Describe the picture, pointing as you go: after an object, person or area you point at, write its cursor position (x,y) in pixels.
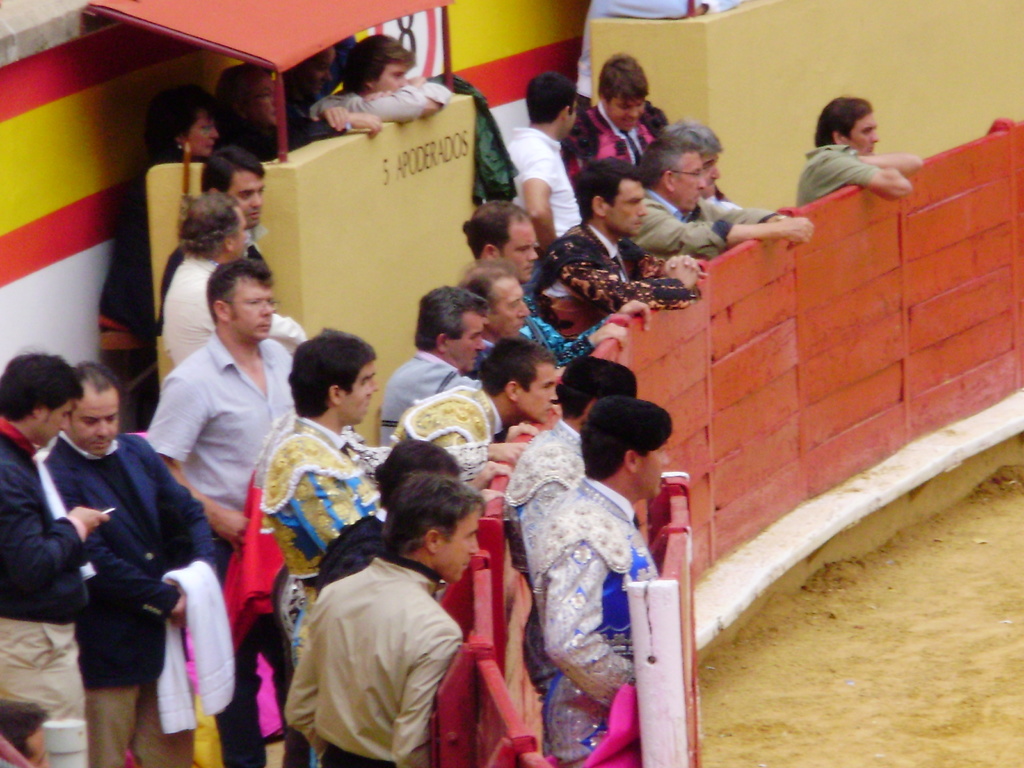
In this image I can see a group of people (473,266) standing and wearing different color dresses (178,530) and few (159,537) are holding something. I can see the orange color fencing (850,362) and sand (856,758).
